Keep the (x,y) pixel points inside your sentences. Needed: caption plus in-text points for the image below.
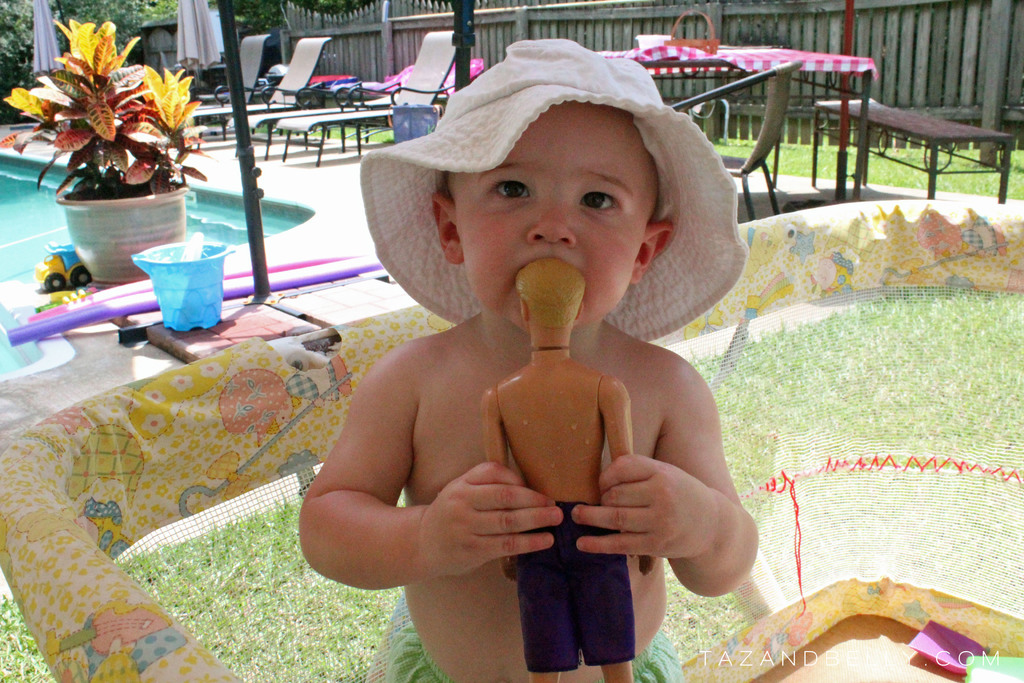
In the image we can see there is a kid (444,641) who is standing and holding a man statue (562,495) in his hand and at the back (41,218) there is a swimming pool (48,201) and chairs (398,90) are kept on the deck (355,141).
